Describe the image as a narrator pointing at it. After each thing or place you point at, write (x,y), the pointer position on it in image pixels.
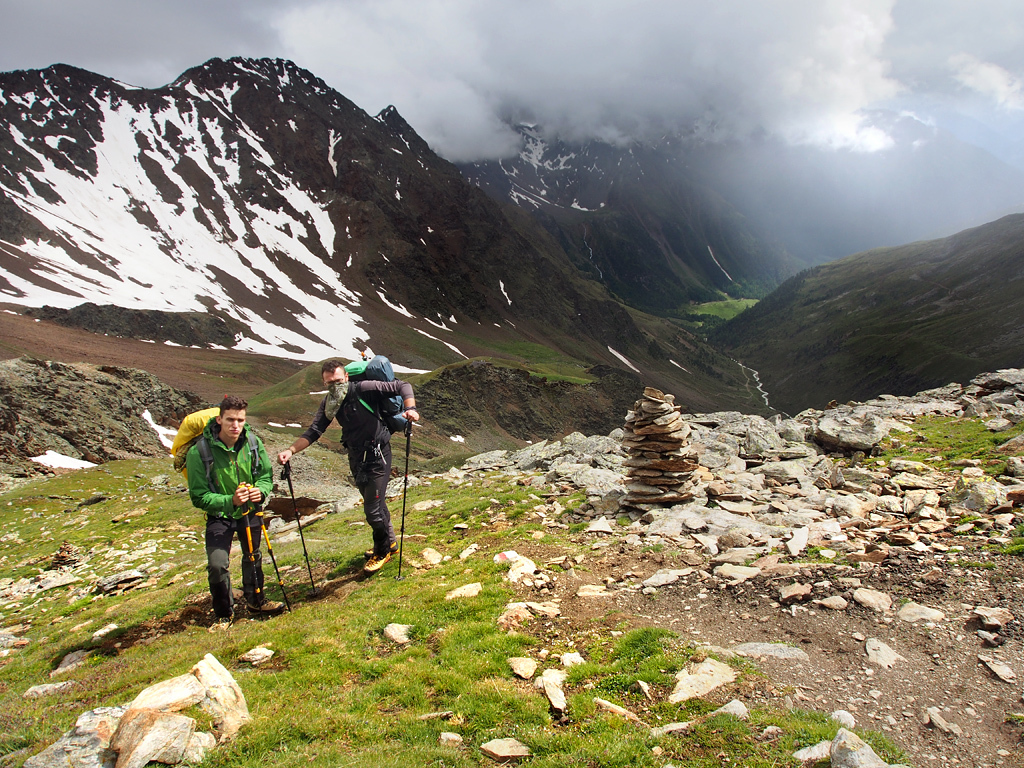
In the foreground (369,372) I can see two persons (249,478) are standing on a mountain (392,569) and are holding sticks (291,476) in hand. In the background (739,252) I can see mountains (304,314) and smoke (605,38). This image is taken may be during a day on the mountains (528,519).
